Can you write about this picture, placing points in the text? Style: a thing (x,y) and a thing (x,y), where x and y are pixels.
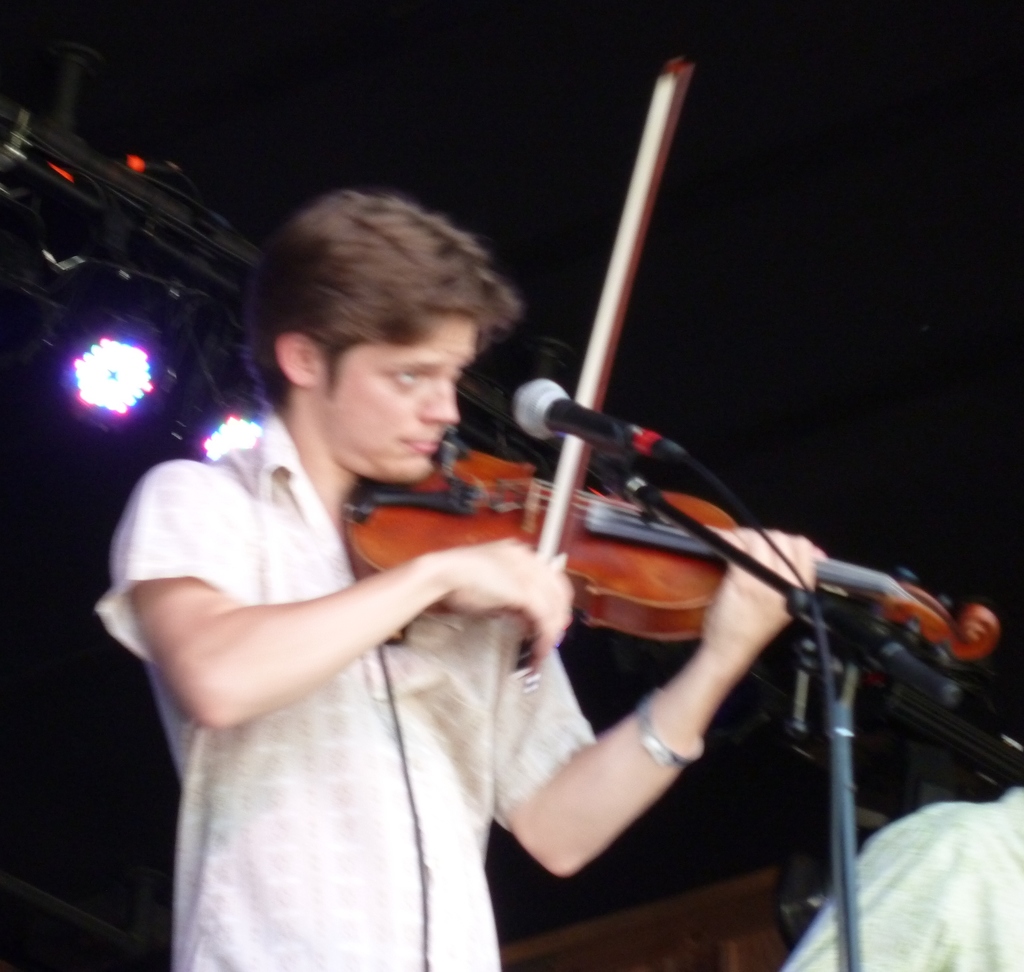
As we can see in the image there is a man (386,450) holding violin (609,541) in his hand (761,539). In front of him there is a mike (589,412).
